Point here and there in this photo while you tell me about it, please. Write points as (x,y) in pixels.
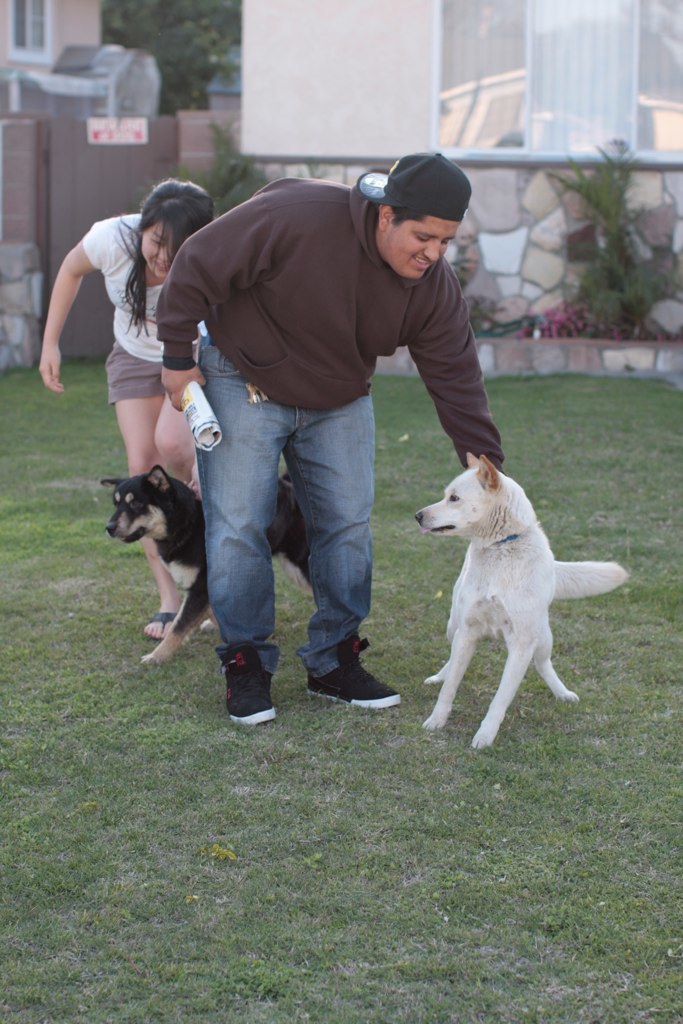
In this image, we can see persons (309,375) and dogs (466,585). The person (353,532) who is in the middle of the image (277,470) holding a paper (209,406) with his hand (181,395). There is a wall (602,363) in the top right of the image (515,166).
